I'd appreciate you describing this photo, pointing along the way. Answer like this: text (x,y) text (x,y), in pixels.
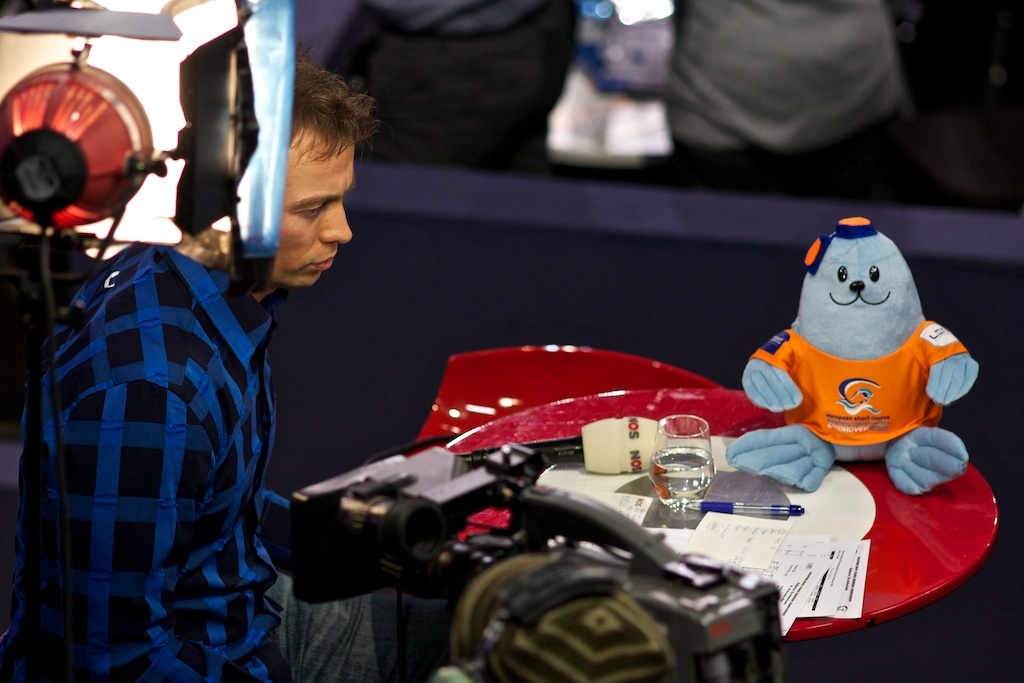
In this picture we can see a man (258,469) sitting in front of a table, there is a microphone (609,445), a glass (665,460), some papers (758,534) and a doll (856,425), present on the table (846,508), on the left side (198,168) we can see a light (174,157).
